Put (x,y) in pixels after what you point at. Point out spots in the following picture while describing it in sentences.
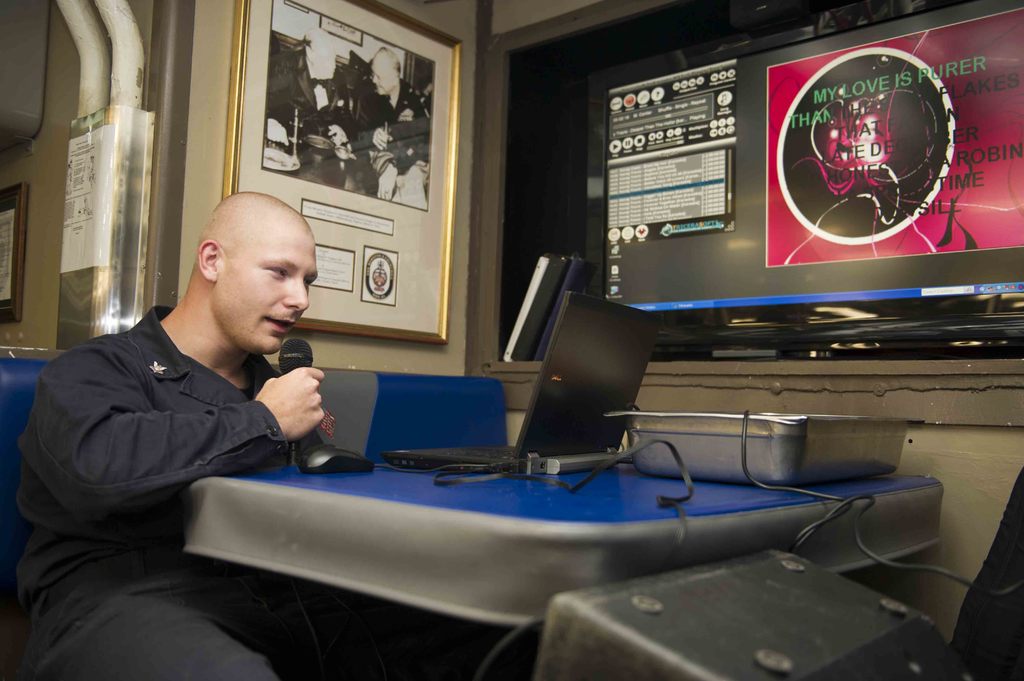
In this image we can see a man (155,395) sitting and holding the mike (300,360). We can also see the table (650,493) and on the table (478,577) we can see the steel vessel (798,421), mouse (350,463) and also the laptop (602,439). In the background (317,160) we can see the frames (379,280) attached to the wall (772,406). We can also see the display screen (715,170) and also some other objects (825,633).
